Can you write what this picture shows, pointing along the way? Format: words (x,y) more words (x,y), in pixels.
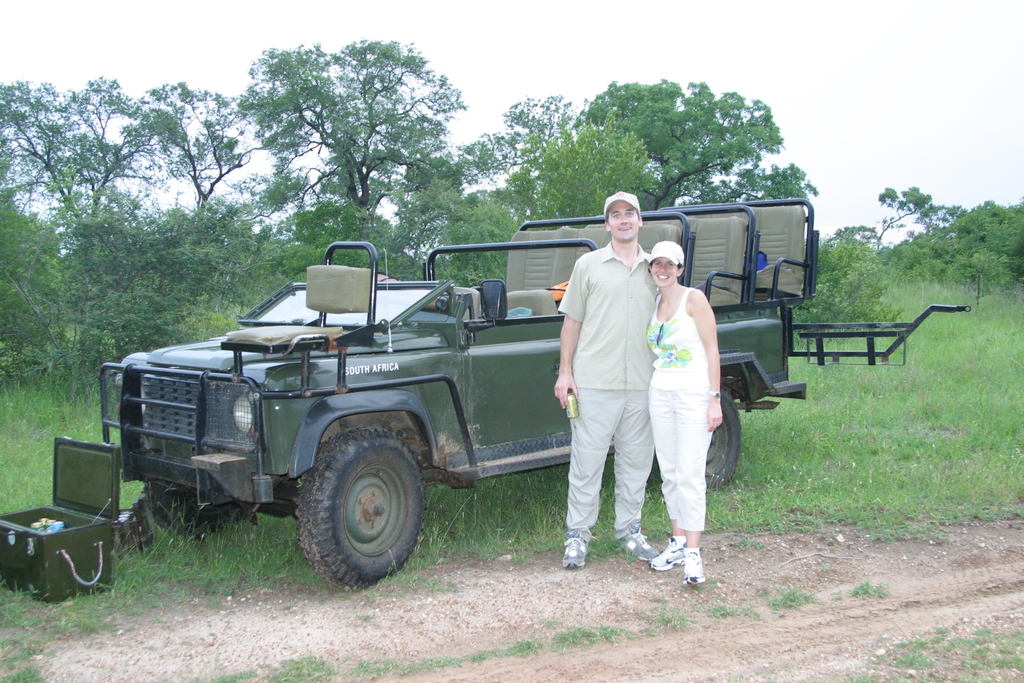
In this picture we can observe a couple (608,425). Both of them were wearing white color caps (657,251) on their heads (615,233) and smiling. Behind the couple (589,446) there is a jeep (449,414) which is in green color parked on the ground (504,500). In front of the jeep (212,453) there is a box (47,516). We can observe some grass (794,463) on the ground (317,587). In the background (163,311) there are trees (634,174) and a sky (799,92).
